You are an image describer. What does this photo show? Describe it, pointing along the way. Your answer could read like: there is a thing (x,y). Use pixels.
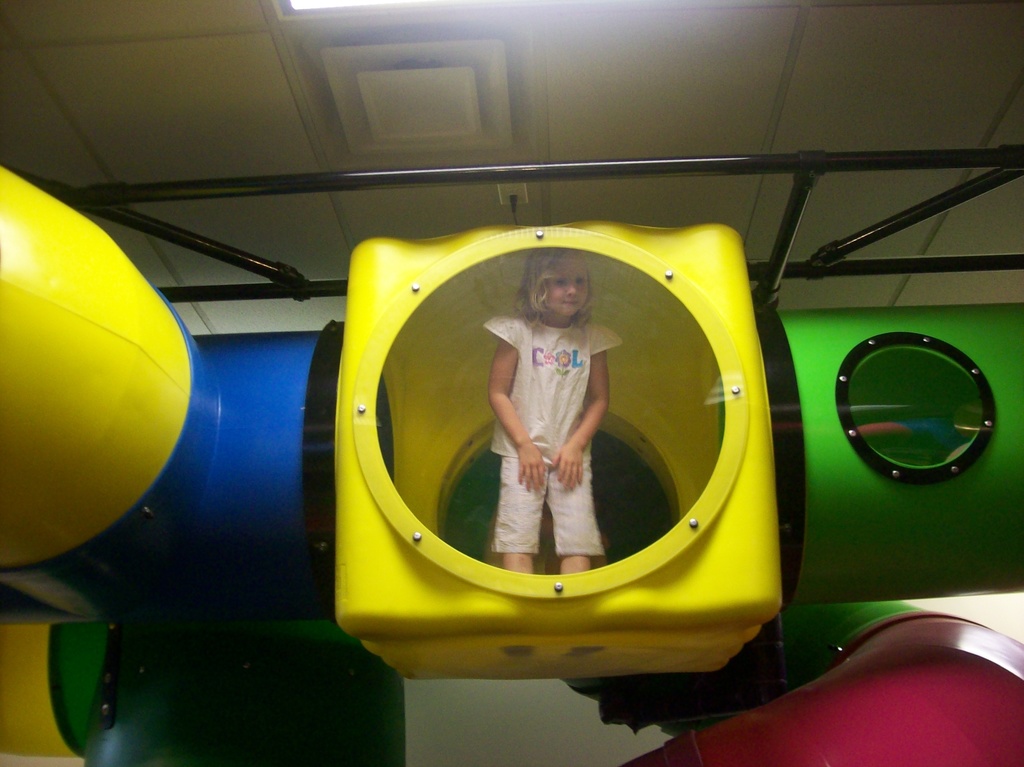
In this image we can see a girl (515,551) is standing. Here we can see poles (343,177), rods (967,270), and objects (267,399). In the background (756,219) we can see ceiling (315,100) and a light (311,0).
